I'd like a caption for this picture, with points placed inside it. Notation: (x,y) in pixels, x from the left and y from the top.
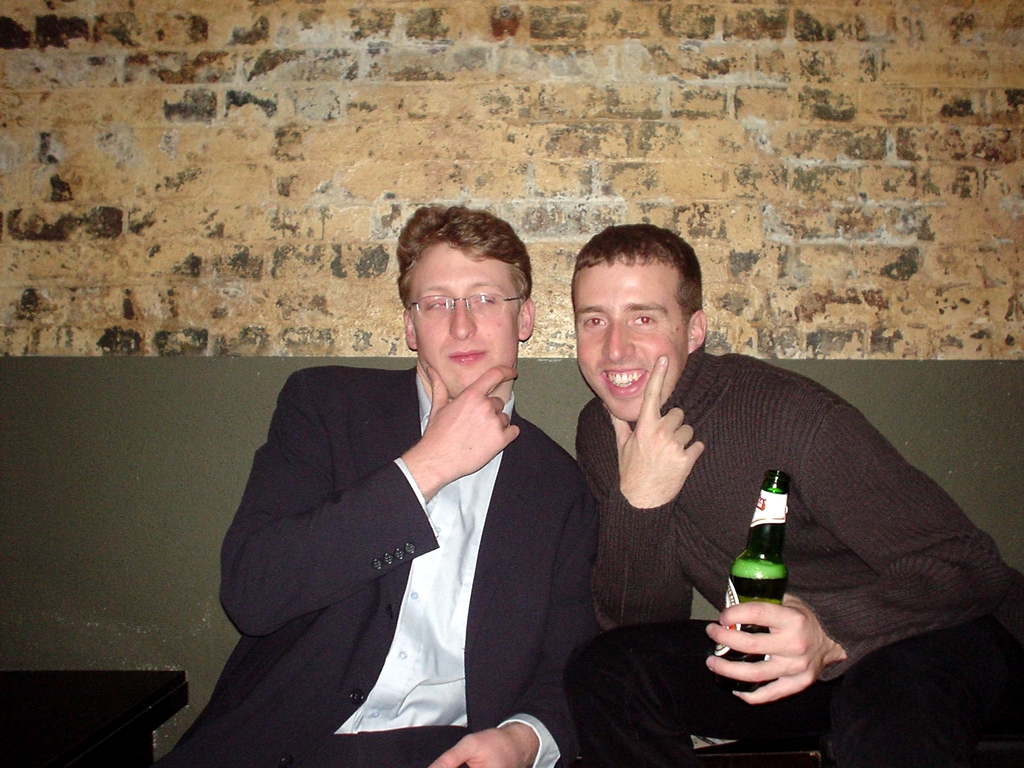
In this image there are two men (314,465) sitting. To the right (716,695) the man (716,695) is holding a beer bottle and smiling. To the left (292,704) a man (462,570) is wearing a suit (312,472) and white shirt (370,703). In the background (280,35) there is wall (525,35) with yellow color.
